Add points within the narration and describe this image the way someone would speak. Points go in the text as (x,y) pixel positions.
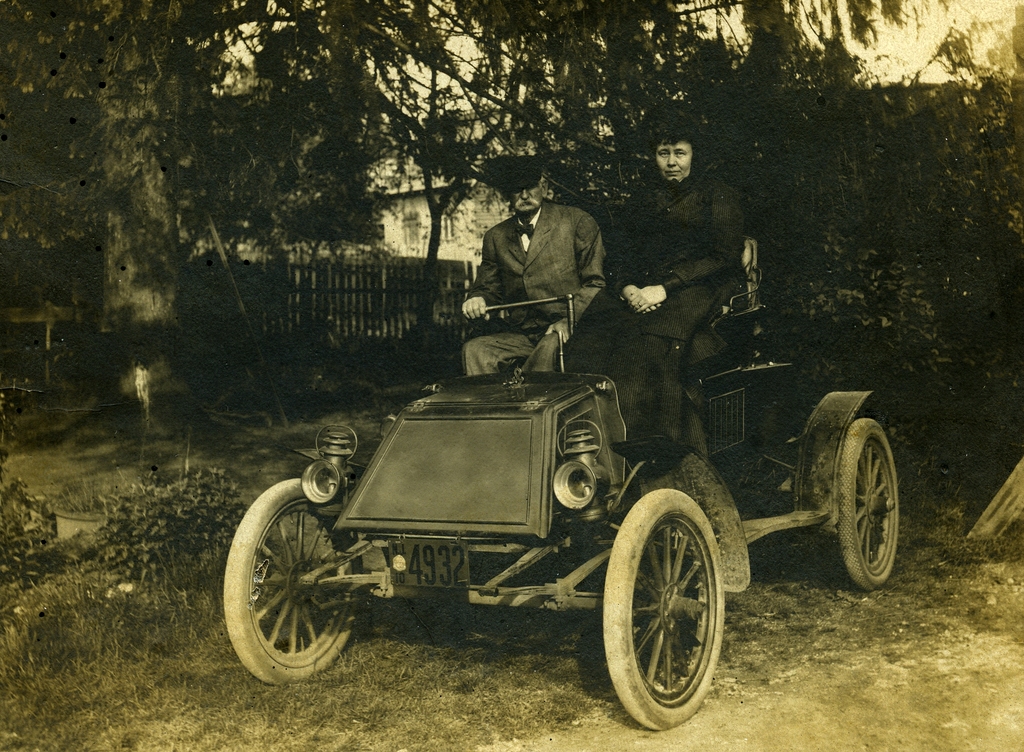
In this picture two people (498,249) are sitting on a old car (565,450) which has a number 4932,the (464,570) picture is clicked inside a lawn (220,569). In the background (959,258) there are trees (245,78) and buildings (391,237).
